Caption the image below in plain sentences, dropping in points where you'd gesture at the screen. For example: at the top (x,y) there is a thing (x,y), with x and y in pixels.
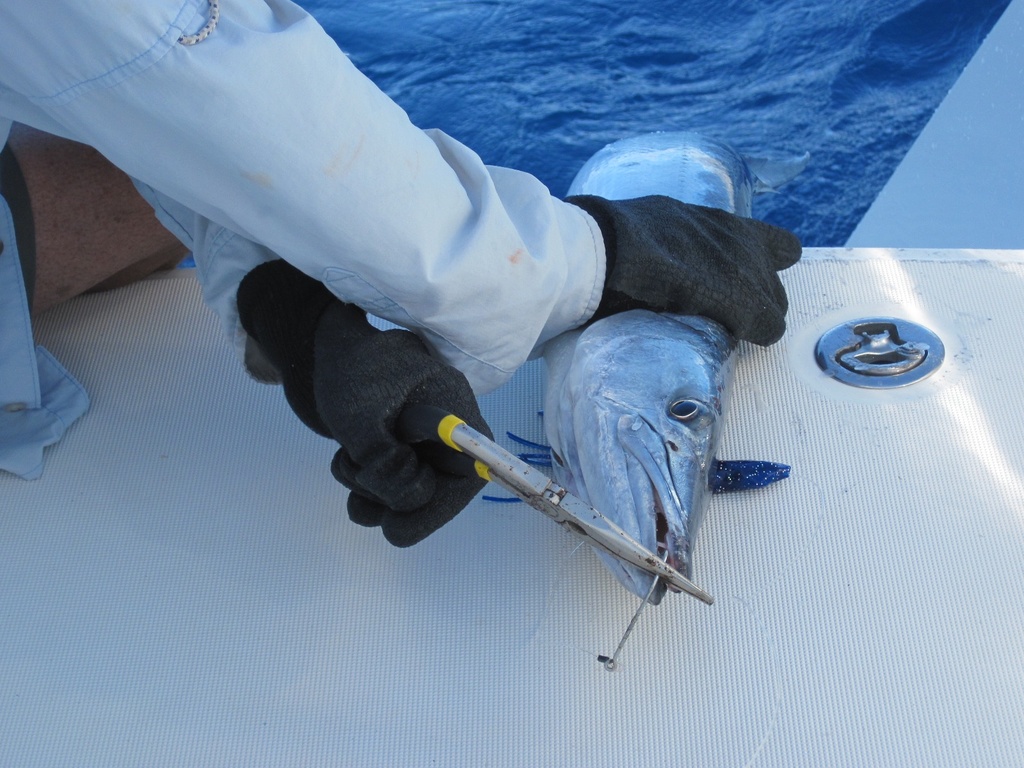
In this image we can see a person (365,261) truncated. The person (433,267) is holding an object (467,425) and a fish (636,587). The fish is placed on a white surface (789,583). At the top (754,50) we can see the water (764,62). On the right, we have an object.
